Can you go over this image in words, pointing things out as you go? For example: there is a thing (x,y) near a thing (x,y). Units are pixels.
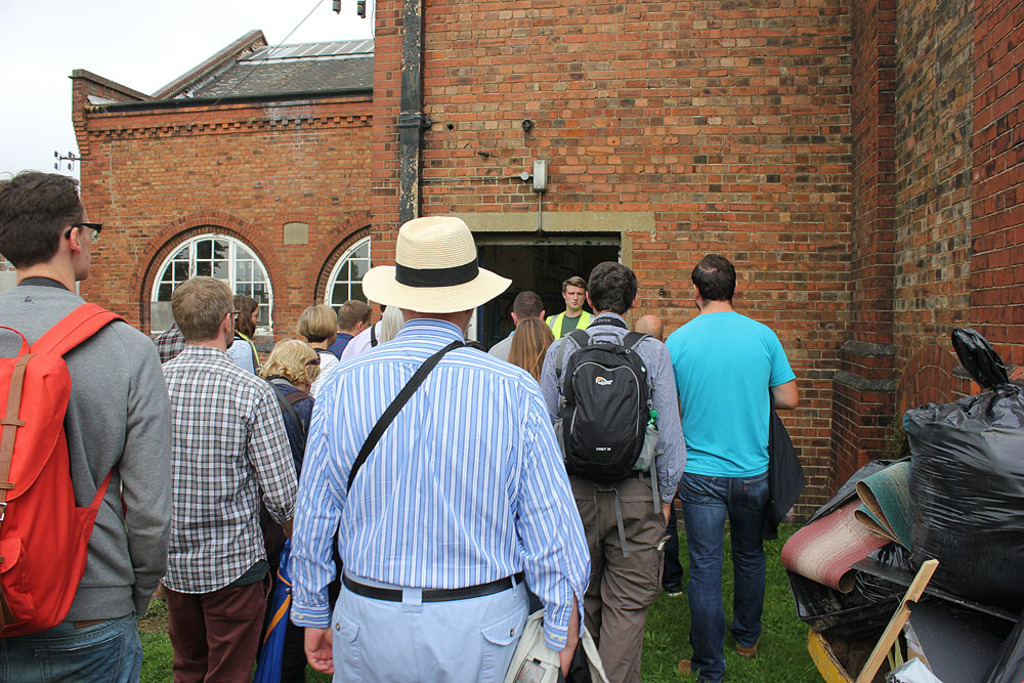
This image is taken outdoors. At the bottom of the image (770,671) there is a ground (778,619) with grass (156,668) on it. In the background (616,200) there is a building (608,187) with walls (364,227), windows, a roof (360,66) and a door (549,263). At the top of the image (145,70) there is a sky (73,61) with clouds (191,21). On the right side of the image (922,548) there are a few things (884,552) on the ground (806,655). In the middle of the image (575,366) a few people (549,370) are standing on the ground (775,639) and a few have worn backpacks (583,420).
